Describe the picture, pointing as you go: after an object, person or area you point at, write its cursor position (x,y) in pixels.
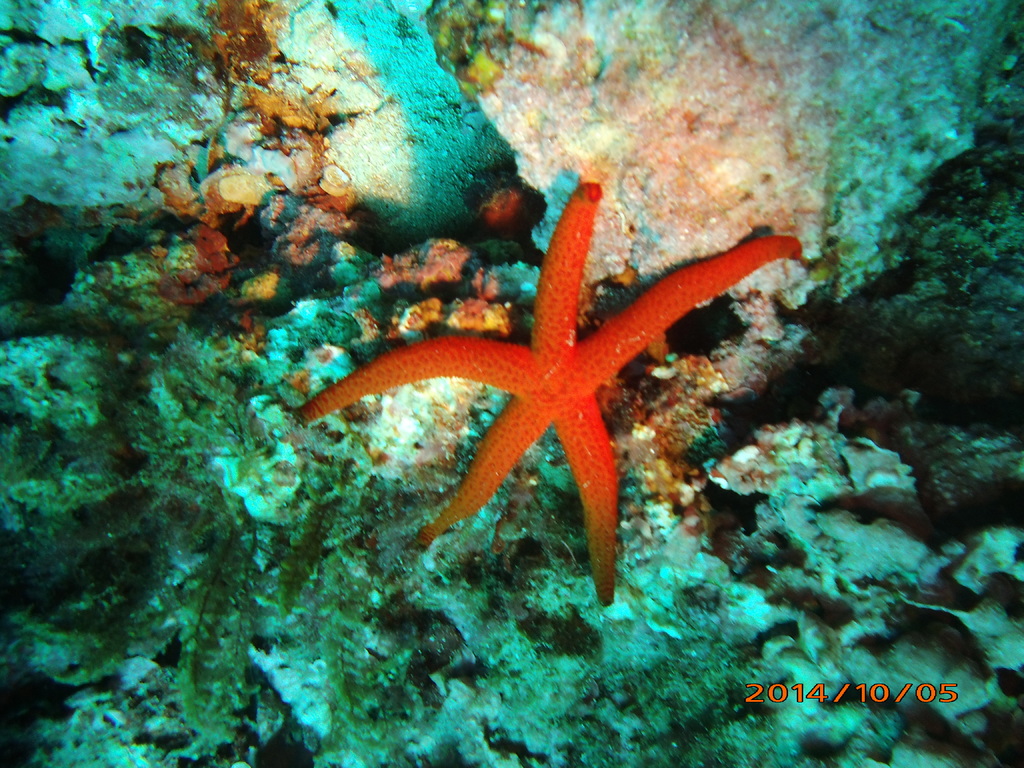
In the image we can see a starfish (774,237). Behind the starfish (779,253) we can see underwater environment (355,98).
